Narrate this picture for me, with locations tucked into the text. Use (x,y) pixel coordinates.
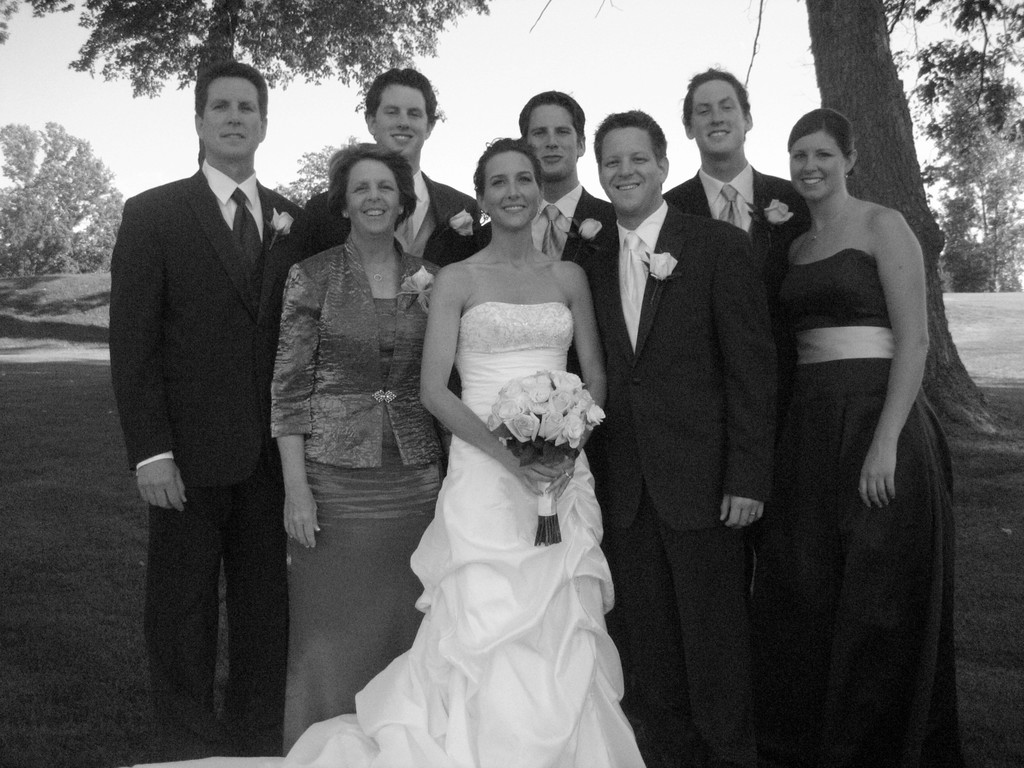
This picture is a black and white image. In this image we can see some people (254,445) with smiling faces (524,221) standing, one woman (554,468) in a white dress (497,667) holding a flower bouquet (546,498), some trees (104,246) and grass (964,636) on the ground (1003,619). There is the sky (754,93) in the background (80,80).
